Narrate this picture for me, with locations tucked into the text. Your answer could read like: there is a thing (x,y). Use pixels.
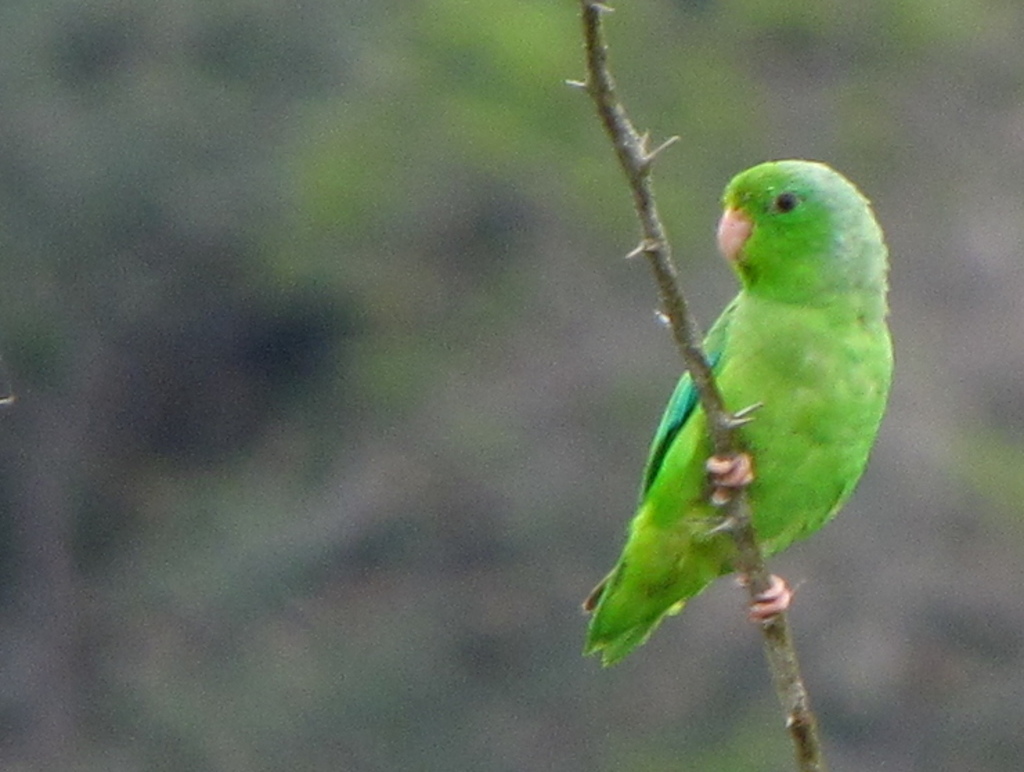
In this picture I can see a parrot (787,339) sitting on a stem (715,427).
